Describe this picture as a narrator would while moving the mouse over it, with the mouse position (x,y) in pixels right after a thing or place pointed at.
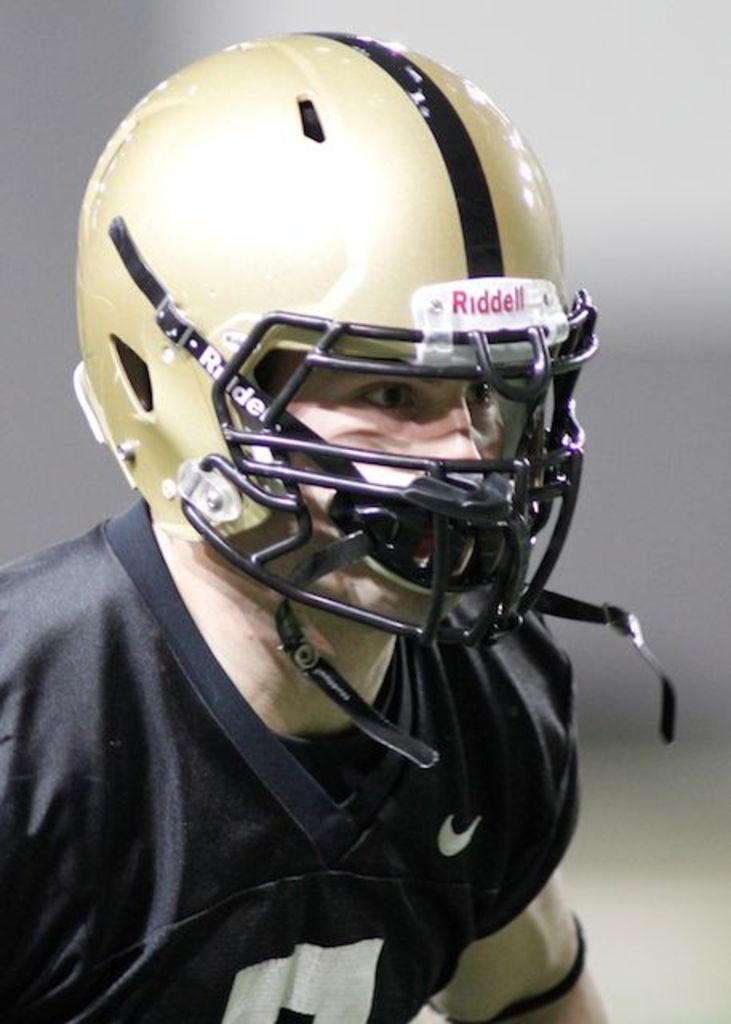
In the image in the center (413,458) we can see one person (154,621) wearing helmet (531,184) and black color t shirt (318,795).
